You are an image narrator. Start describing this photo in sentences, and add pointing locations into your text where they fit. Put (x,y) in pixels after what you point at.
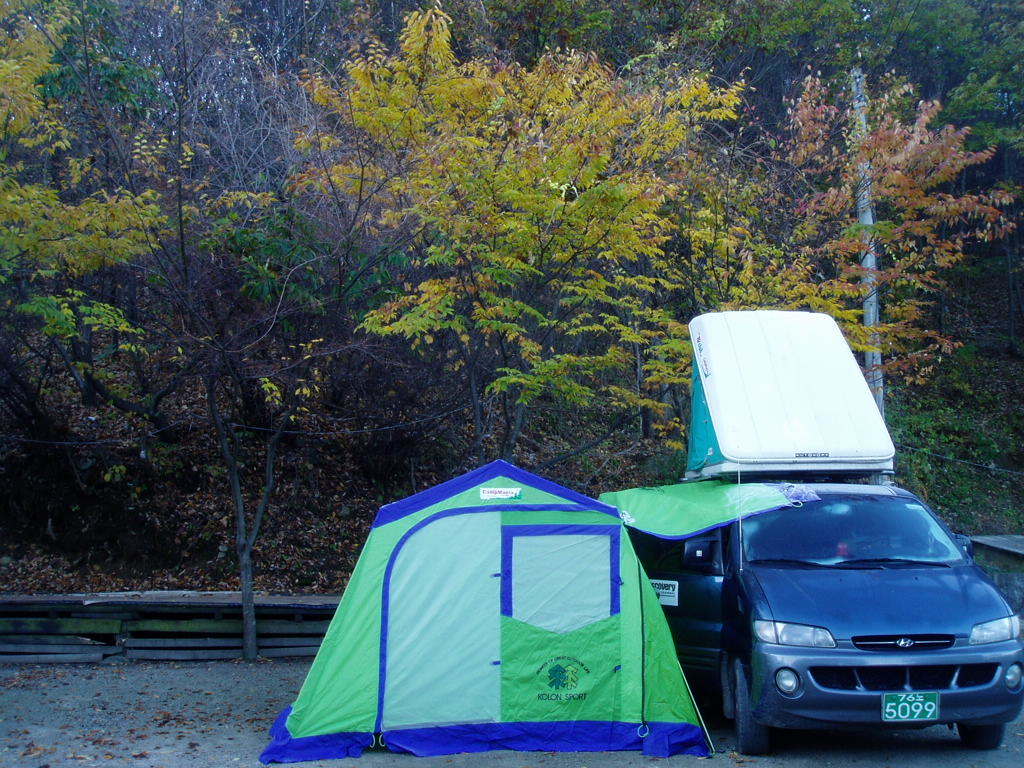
In this image, we can see a vehicle (691,547) and a tent (387,699) on the road (139,715) and in the background (367,302), there are trees (417,160) and we can see a pole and a fence (126,628).
